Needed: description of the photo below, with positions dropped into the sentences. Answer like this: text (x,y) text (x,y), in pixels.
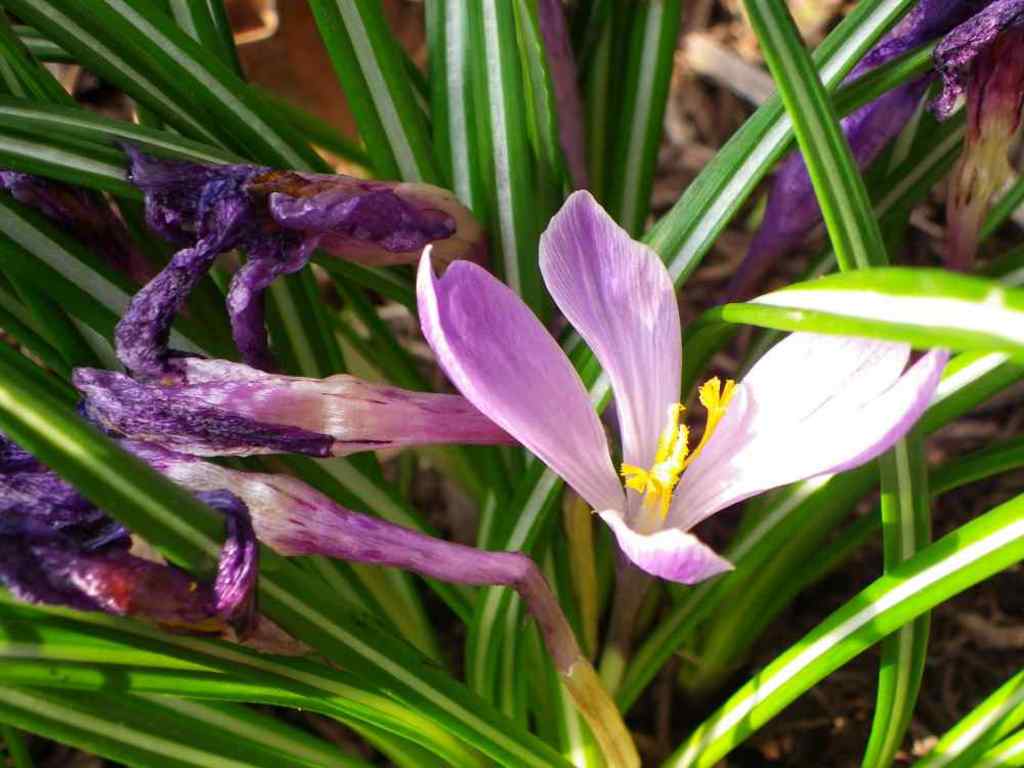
In this image, we can see flowers (606,507), leaves (557,192) and stems (546,630). Background (711,50) we can see blur view.
